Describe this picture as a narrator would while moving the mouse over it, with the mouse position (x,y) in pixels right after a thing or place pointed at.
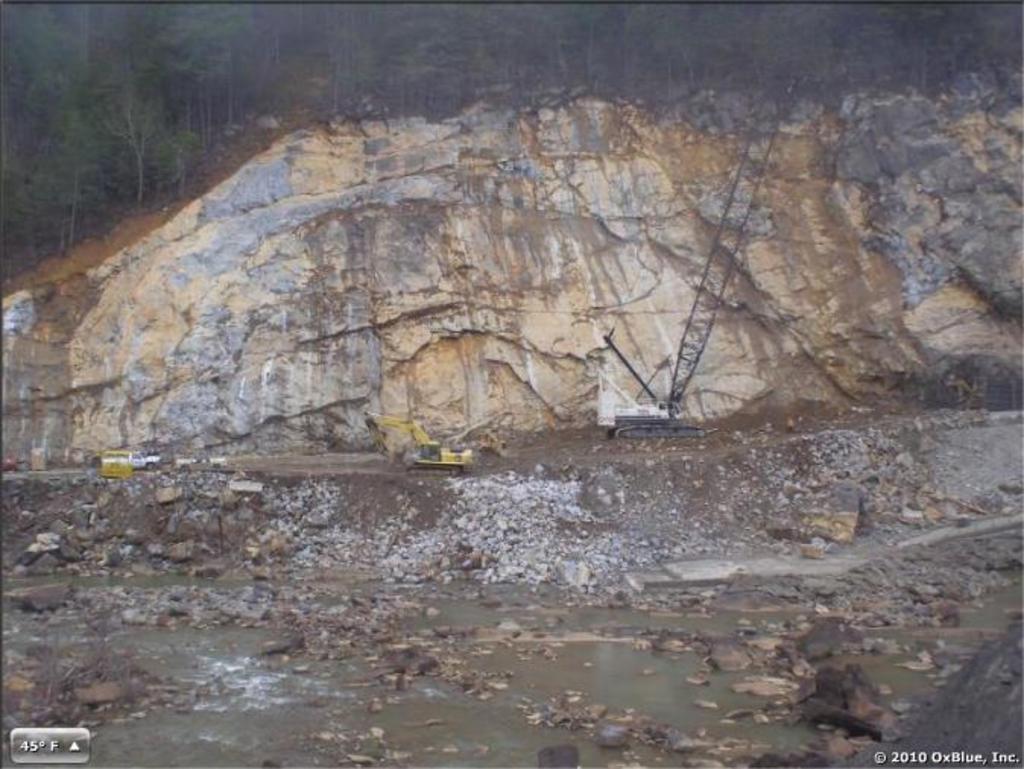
In this image, in the middle (413,424), we can see a vehicle (370,422). On the left side (108,454), we can also see another vehicle (120,470). In the background (197,244), we can see some rocks (620,217), trees (742,78), at the bottom (883,693), we can see a land (624,538) with some stones (839,526) and a water (687,662).
